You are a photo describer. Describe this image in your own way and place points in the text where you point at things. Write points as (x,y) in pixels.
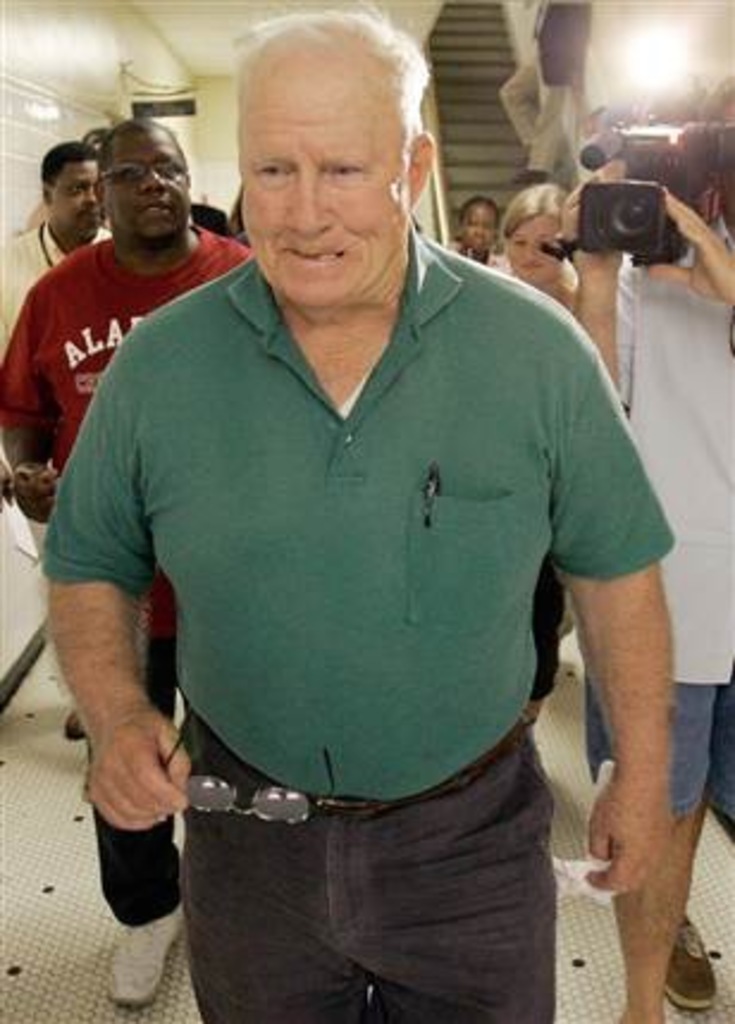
In this image i can see a man (450,459) walking he is holding the spectacles (283,799) back of the man (571,348) there is other man (639,301) holding the camera (634,246), at the back ground (160,171) there are few other persons (547,230) standing there are stairs (493,150) at the back (467,101).
